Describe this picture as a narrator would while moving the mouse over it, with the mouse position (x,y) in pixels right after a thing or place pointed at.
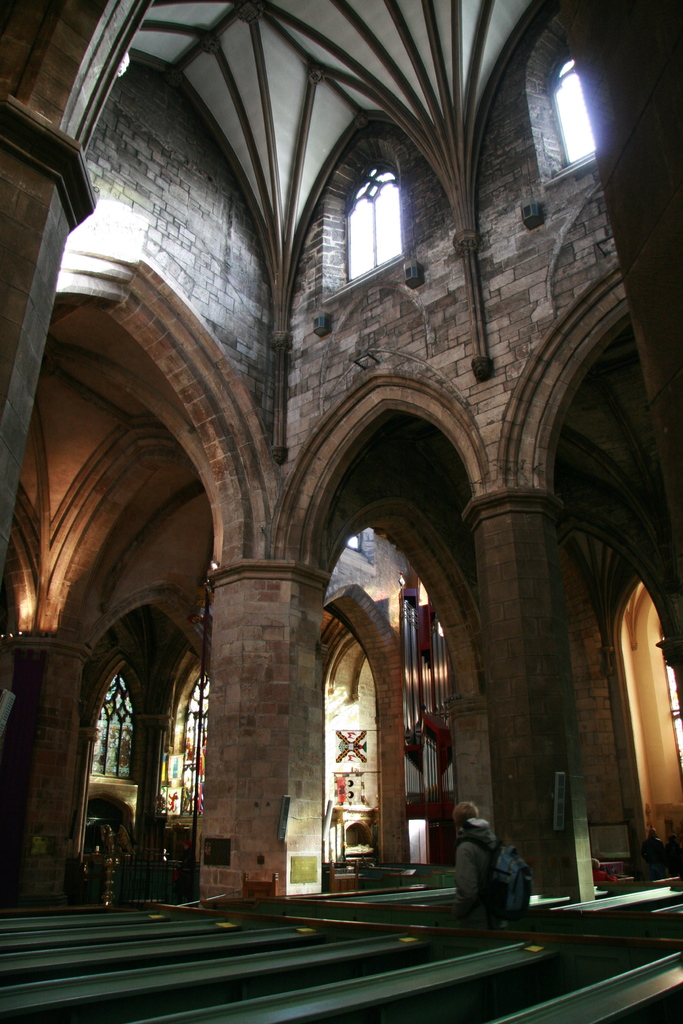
In this picture I can see there are few pillars (655,121) and there are few windows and there is a door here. There are few benches (354,936) here and they are made of wood (408,987) and there are few people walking here.
